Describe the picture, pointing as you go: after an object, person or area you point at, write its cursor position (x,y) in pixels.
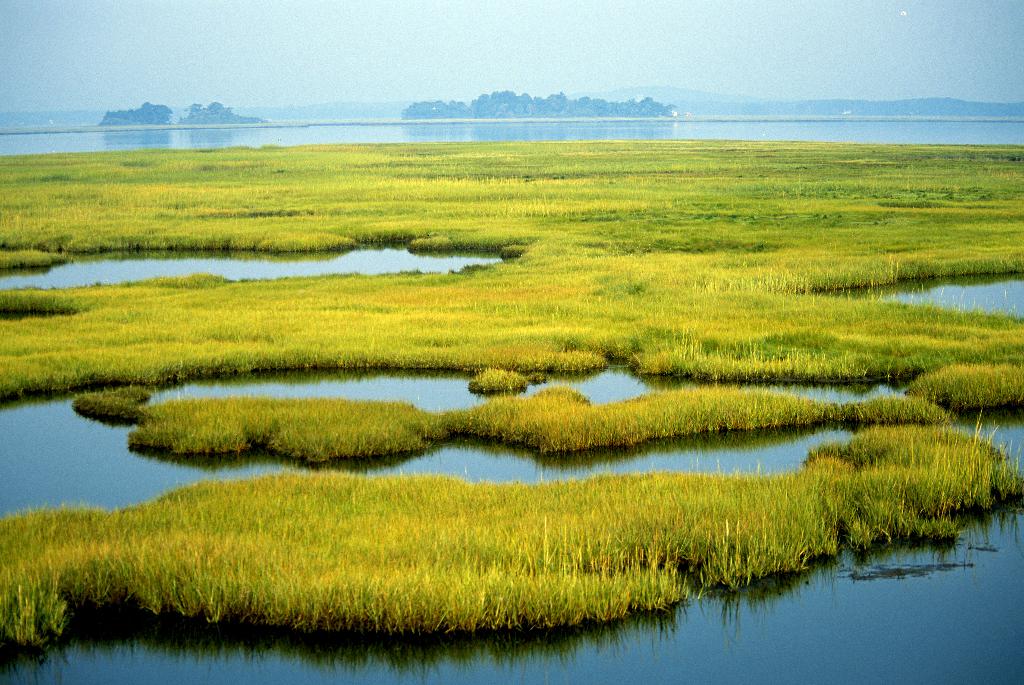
In this image there is grass (561,266) and we can see water (371,133). In the background (348,89) there are trees (554,108), hills (917,107) and sky (621,53).
